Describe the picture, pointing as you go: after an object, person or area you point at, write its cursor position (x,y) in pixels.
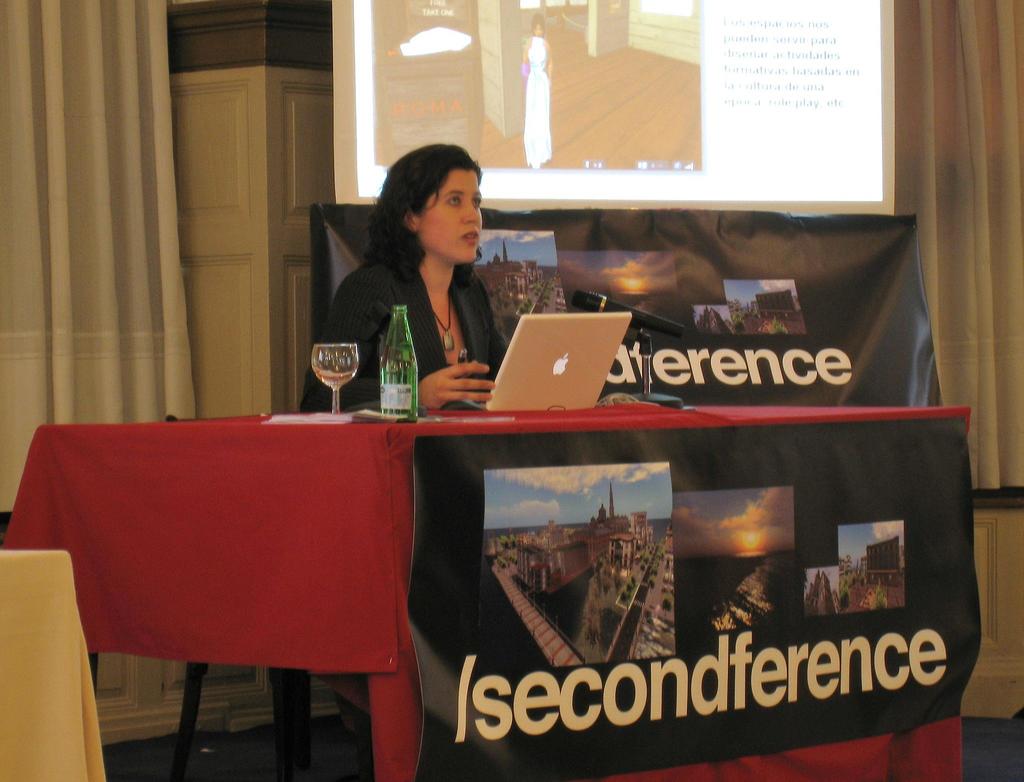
In this image there is a person (339,341) sitting behind the table (408,558). There is a laptop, glass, bottle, microphone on the table (483,555). The table (277,515) is covered with red color cloth (251,538). At the back (540,86) there is a screen (656,85) and curtain (966,217).
